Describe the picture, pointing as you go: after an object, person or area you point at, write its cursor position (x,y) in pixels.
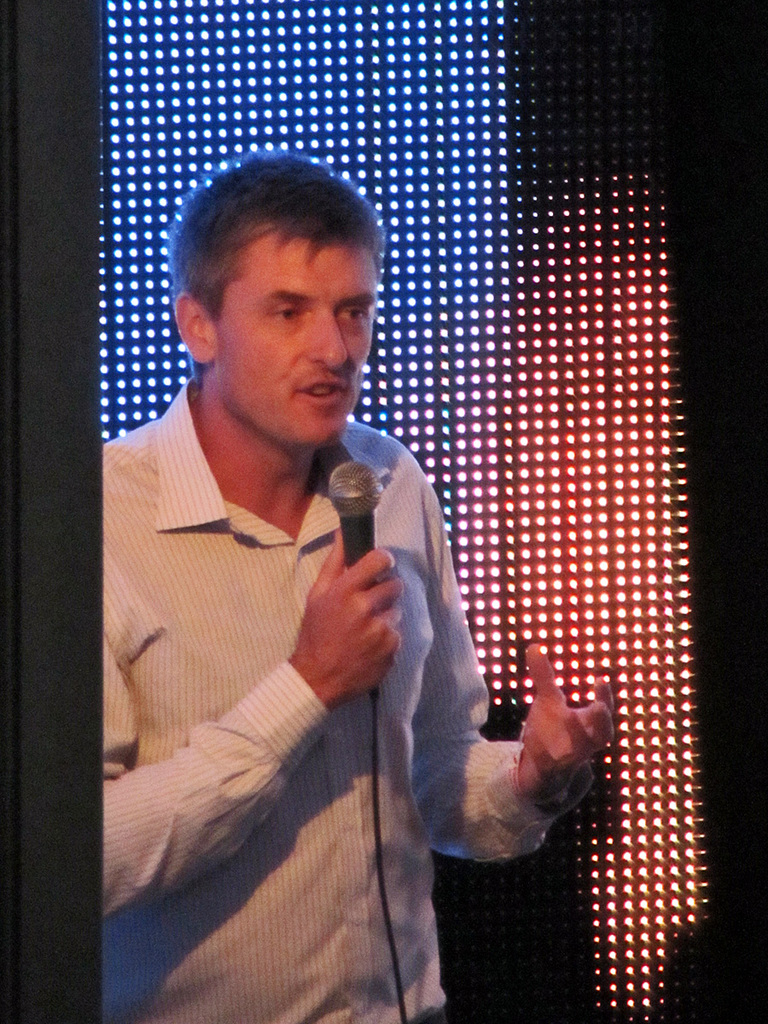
This man (399,732) is standing and holds a mic (372,477).
